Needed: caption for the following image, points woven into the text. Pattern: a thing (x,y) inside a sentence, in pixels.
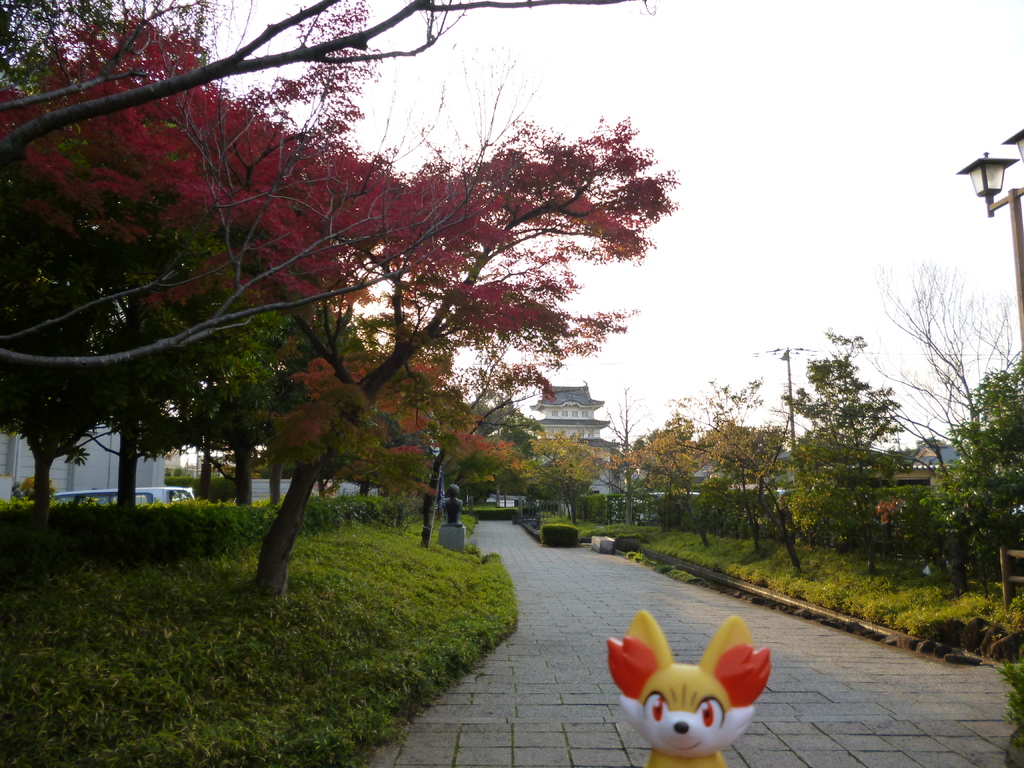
In the image we can see a toy (696,705), white, yellow and orange in color. Here we can see footpath (555,611), grass (329,598) and trees (836,515). We can even see a building (561,414), electric pole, the light pole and electric wires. There are even vehicles (143,503) and the sky (728,253). We can even see there is a sculpture (454,517).
